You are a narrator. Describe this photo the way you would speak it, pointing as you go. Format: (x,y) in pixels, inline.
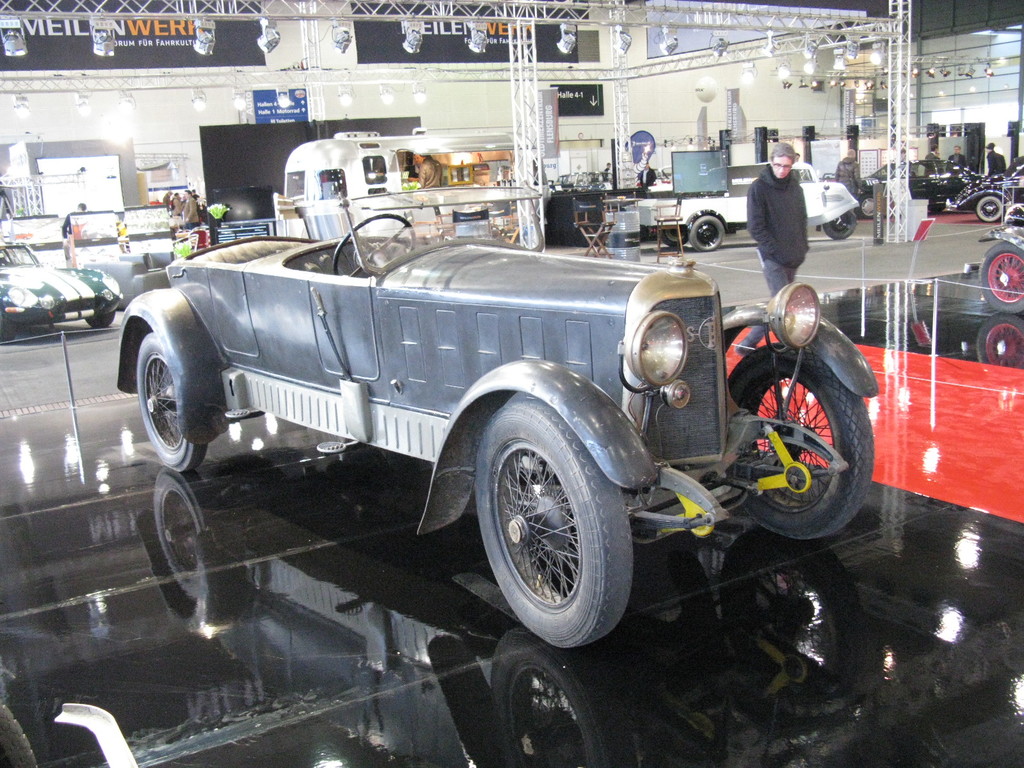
In this image there is a car (445,368) on the floor (436,543). In the background (938,186) there are so many cars (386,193) parked one beside the other. At the top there are lights (476,25). On the right side (766,199) there is a person (756,241) standing on the floor (703,268). There is a fence (870,279) around the car (534,333) which is in the middle of the image (384,352). At the top (53,64) there are hoardings (111,63). On the right side (961,210) top there are few other cars (952,168) parked on the floor (961,239). This image is taken inside the showroom (464,80).
